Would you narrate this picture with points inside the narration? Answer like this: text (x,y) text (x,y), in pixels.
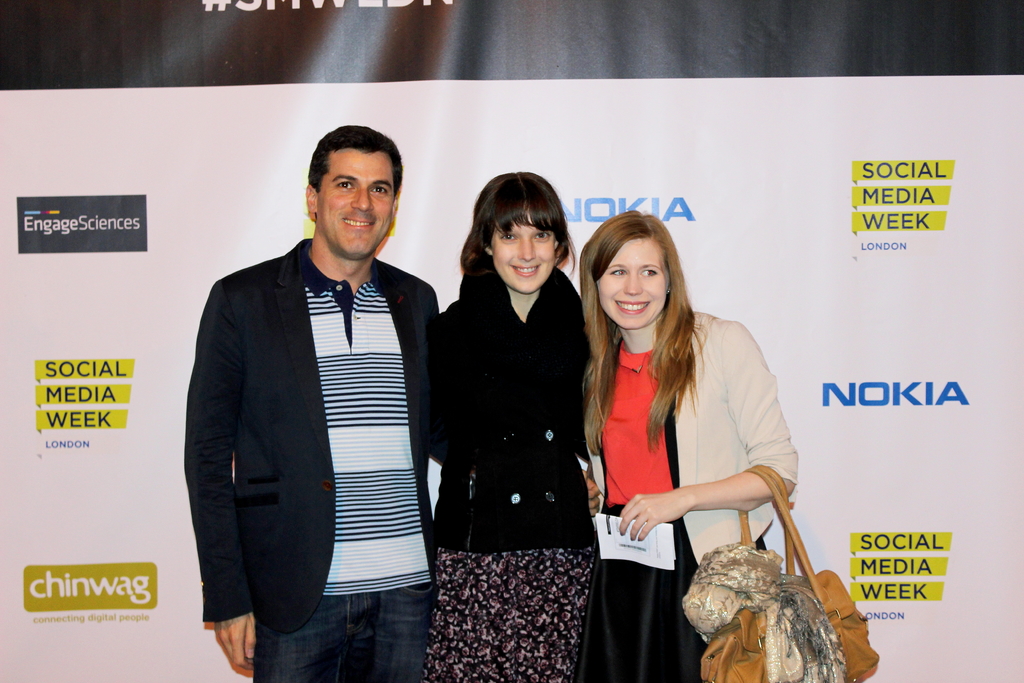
In this picture We can see three people (423,362) standing, one man (379,412) and two women (528,342) the woman (626,332) standing on the right side (751,615) is carrying a hand bag (760,626), in the background (829,312) we can see a sheet (778,256) on that we can see Nokia symbol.
